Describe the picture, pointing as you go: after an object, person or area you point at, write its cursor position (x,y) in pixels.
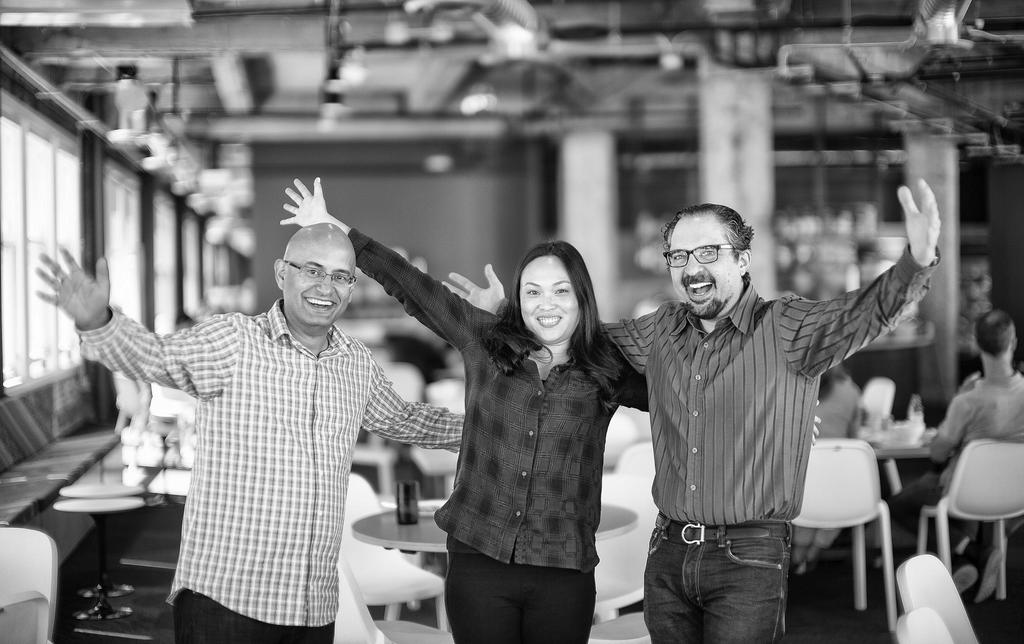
In this image i can see two men (691,473) and a women (530,395) they are standing and laughing, at the background (847,462) i can see a chair (860,458), a table (881,452) few persons (834,416) are sitting, i can also see the pillar (774,130) and a wall (444,156).
